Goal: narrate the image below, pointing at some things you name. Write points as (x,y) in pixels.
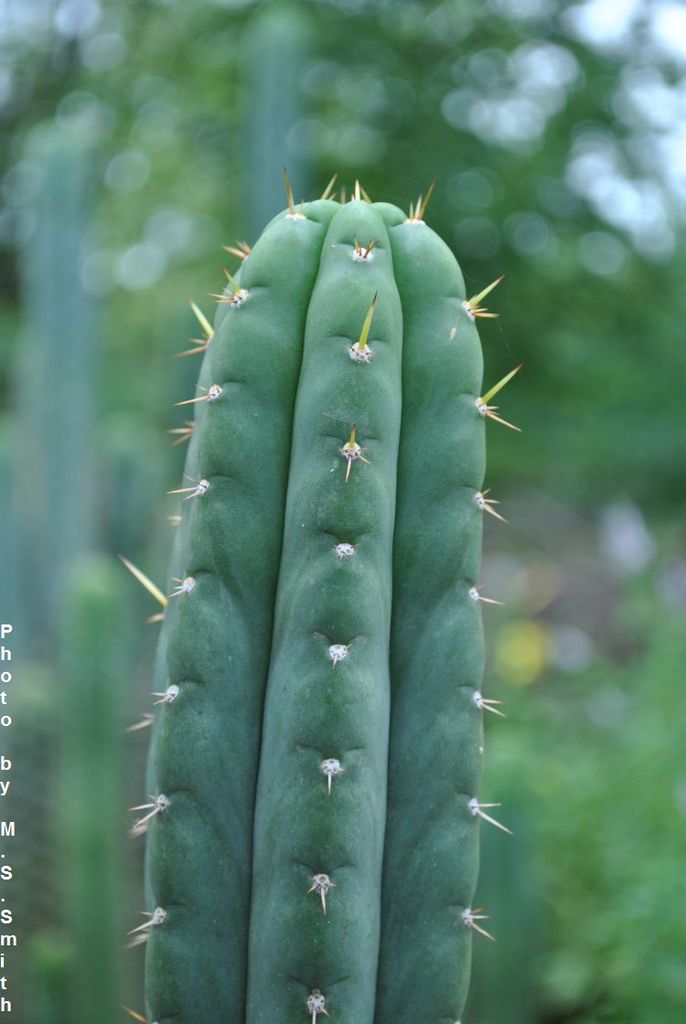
In this image we can see a cactus plant (344,755). In the background (551,871) it is blur. On the left side (3,698) there is text (5,725).
